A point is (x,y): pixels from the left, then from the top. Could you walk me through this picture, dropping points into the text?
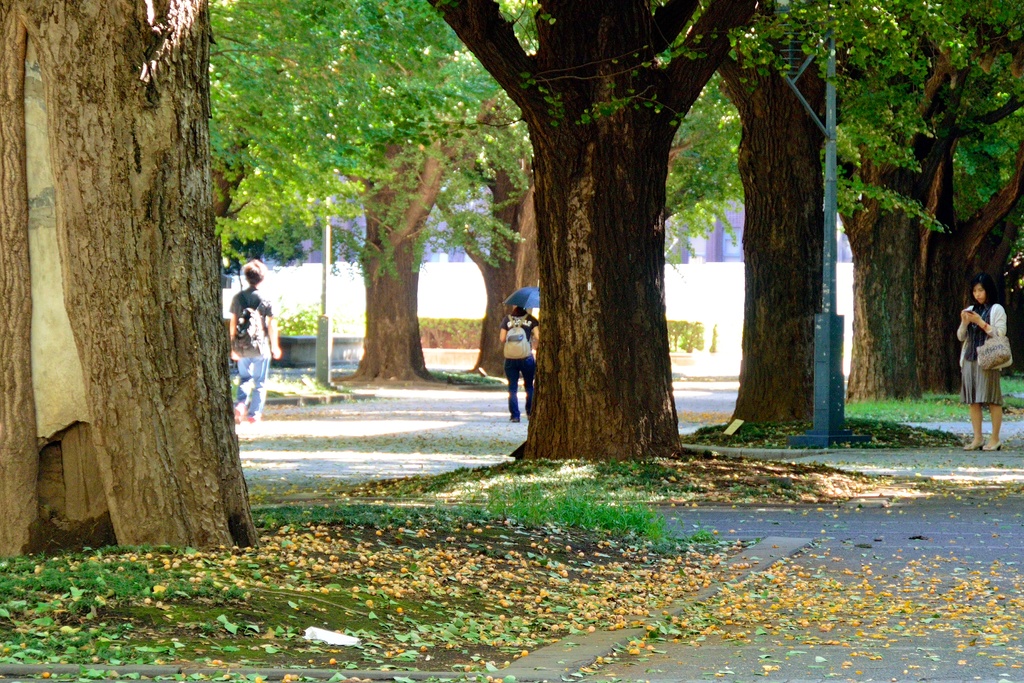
On the left side (233,328), there are two persons (507,330) walking on a road (455,428). On both sides of this road (498,423), there are trees (349,242), a pole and grass (78,612) on the ground (405,632). On the right side (992,386), there is a woman (977,393) holding an object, wearing a handbag (1005,345) and standing on a road (1006,447), on which there are leaves (921,608) and flowers (865,592). In the background (682,303), there are plants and there is a building (359,269).
